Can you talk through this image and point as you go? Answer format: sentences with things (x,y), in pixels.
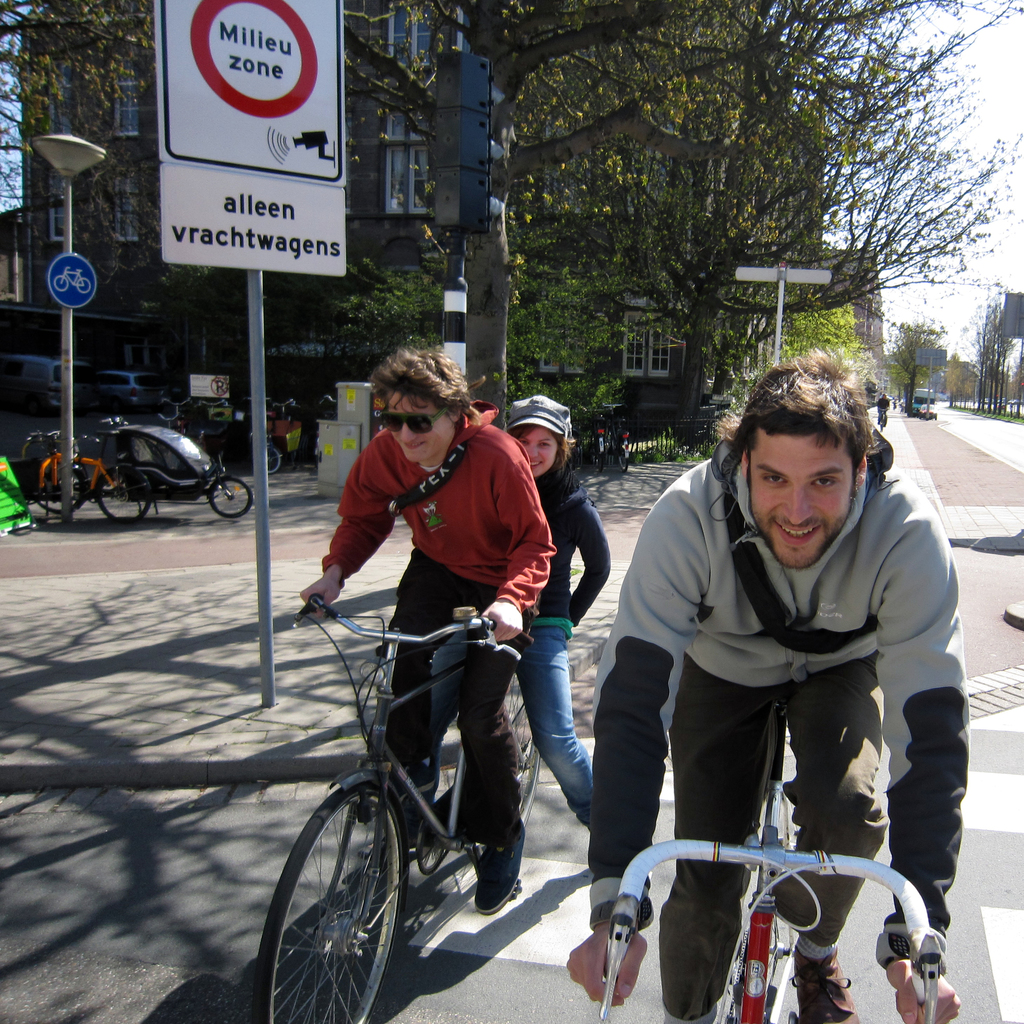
In this image i can see a main road (1004,454) of the picture and three persons (457,594) riding a bicycle (338,885) and there is a sign board (249,229) on the left side (190,249) and there are some vehicles (134,441) kept on the road (86,532) on the left side (145,487) and there is a tree (595,272) on the middle (571,351) and there is a building (433,208) on the back side of the tree (699,256).
